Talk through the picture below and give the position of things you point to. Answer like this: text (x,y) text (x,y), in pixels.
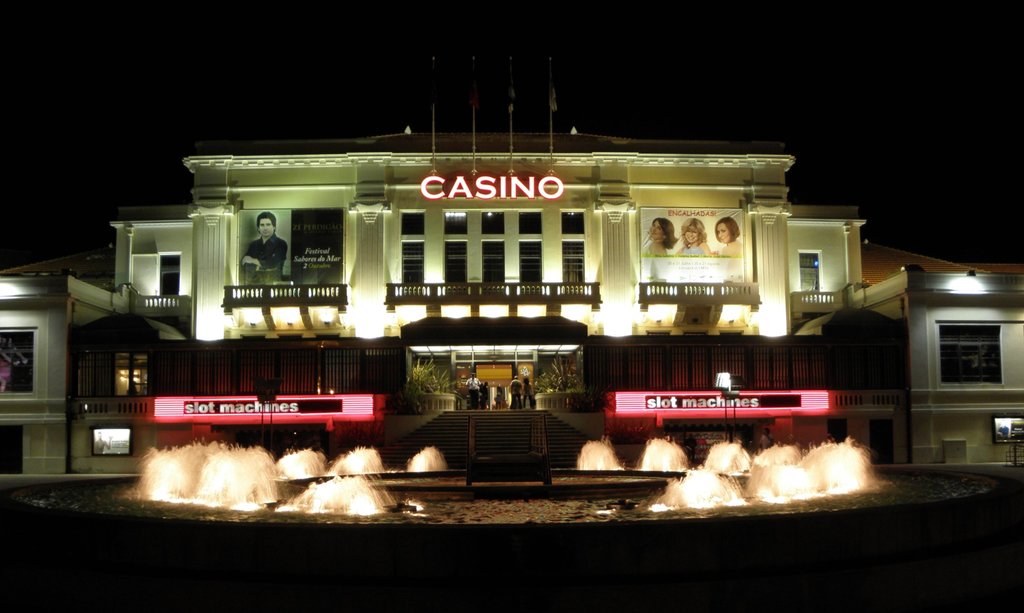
In this image in the center (370,265) there are some buildings (369,309) and lights (634,399) and in the foreground (637,502) there is one fountain (629,496) and also we could see some boards (291,415), on the boards (247,417) there is some text (655,405).
